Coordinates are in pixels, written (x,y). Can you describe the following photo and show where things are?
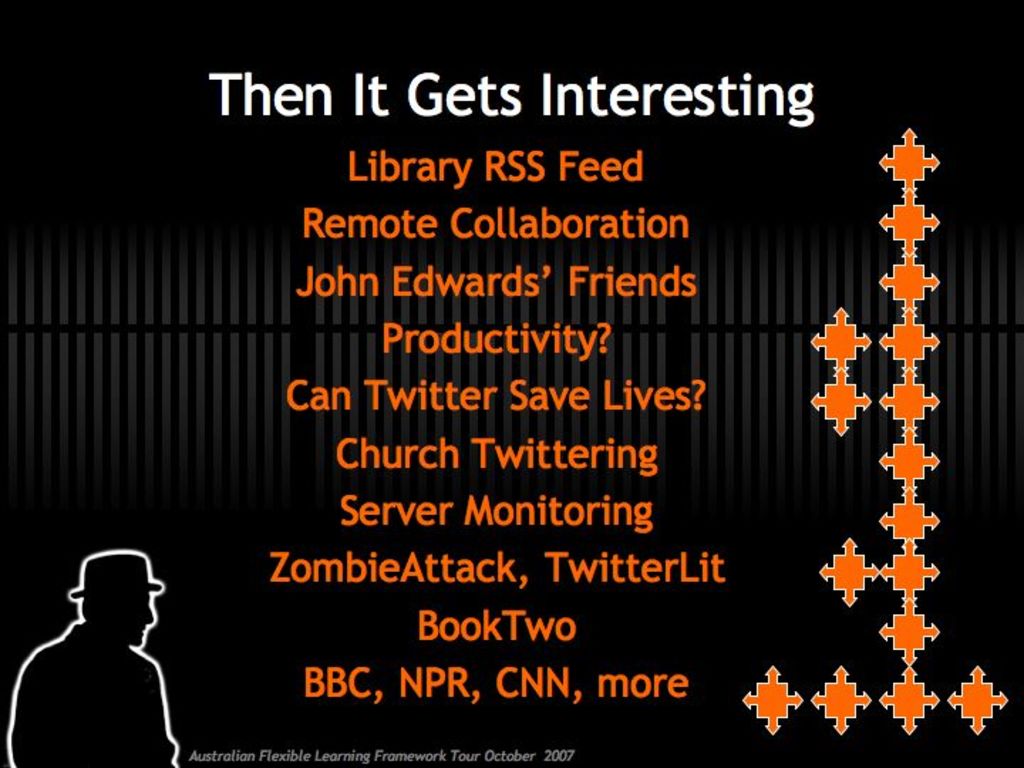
This image consists of a poster (316,109). On this poster (427,377), I can see some text (471,692). The background (127,89) is in black color.
